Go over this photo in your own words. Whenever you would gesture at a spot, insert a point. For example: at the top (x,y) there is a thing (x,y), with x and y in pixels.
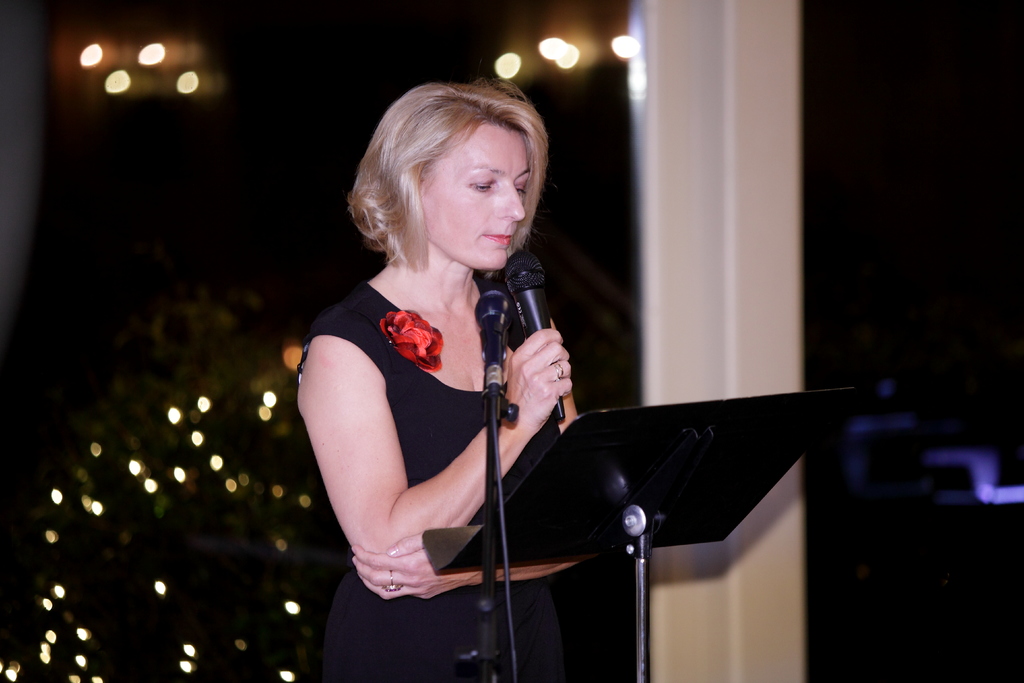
In this picture, we see woman (393,508) in black dress (404,370) is standing and holding microphone (522,312) in her hand (530,379) and she is looking into the podium stand (646,488) and beside her, we see a pole (715,256) or a pillar (673,374). Behind her, we see trees (149,496) with lights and on the left corner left top of this picture (111,49), we see light (148,43).
